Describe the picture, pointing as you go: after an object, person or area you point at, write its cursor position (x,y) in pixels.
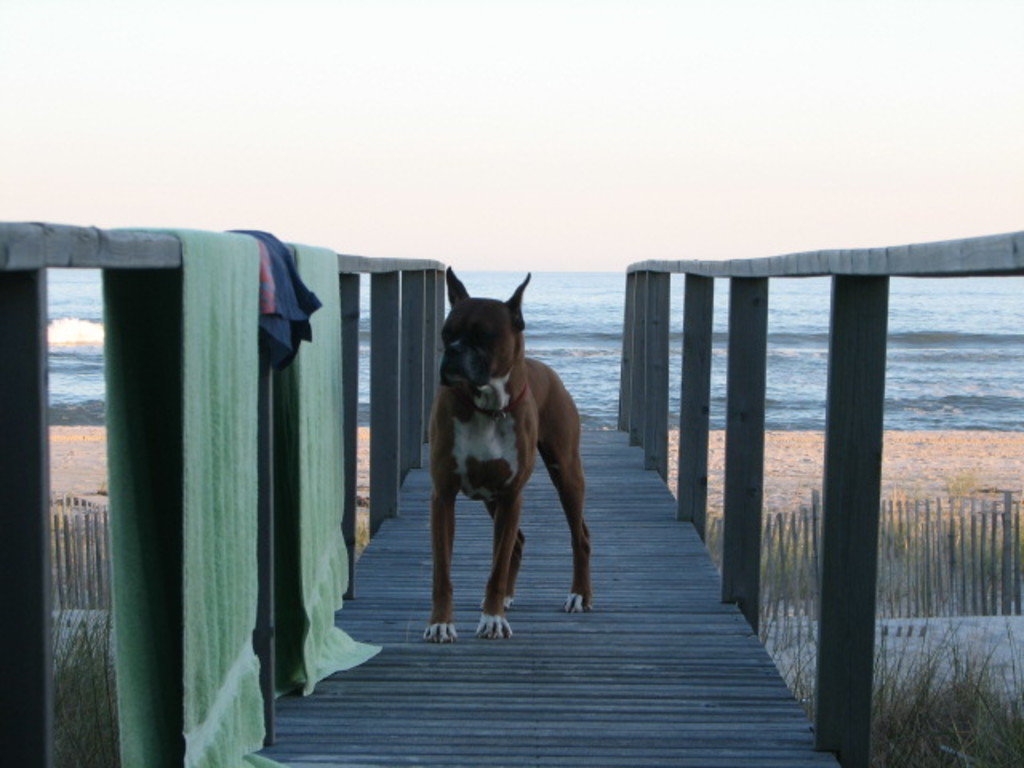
In this image we can see a dog (522,407) on the pathway (518,580) and some towels (226,570) on the railing (350,557). We can also see some plants (894,705), a fence (902,590), a large water body (963,371) and the sky (708,212) which looks cloudy.
